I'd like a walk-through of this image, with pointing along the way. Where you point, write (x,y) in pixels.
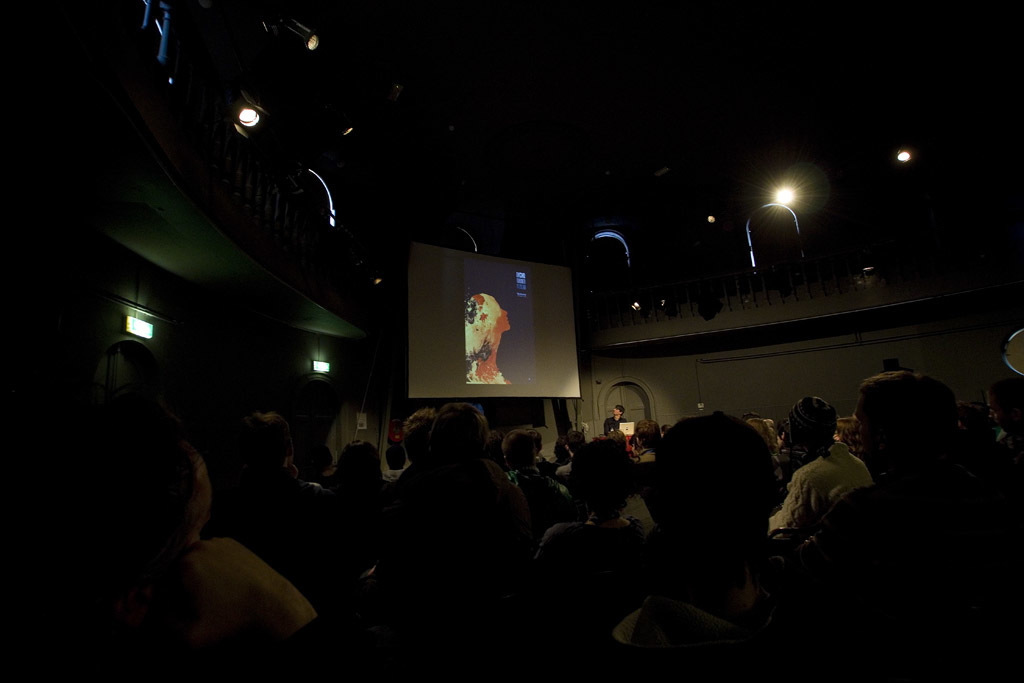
In this image I can see group of people (141,416) sitting. In the background (512,334) I can see the screen (488,333) and I can also see few lights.
